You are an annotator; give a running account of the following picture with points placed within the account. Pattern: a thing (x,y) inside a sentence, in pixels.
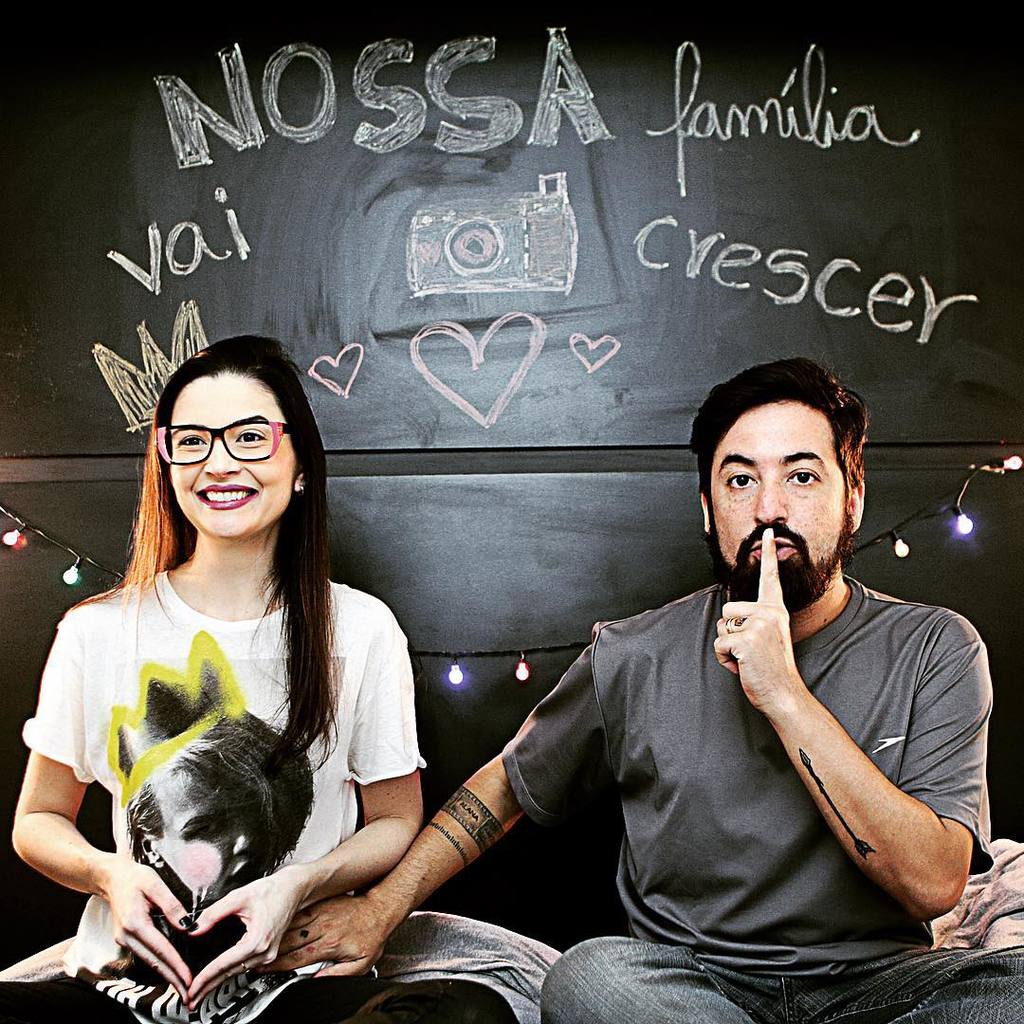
In this picture we can see a woman (252,374) wore a spectacle (268,450) and smiling and beside her we can see a man (904,732) and they both are sitting and in the background (527,840) we can see the lights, wall (394,610) with some text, symbols (509,204) on it.
